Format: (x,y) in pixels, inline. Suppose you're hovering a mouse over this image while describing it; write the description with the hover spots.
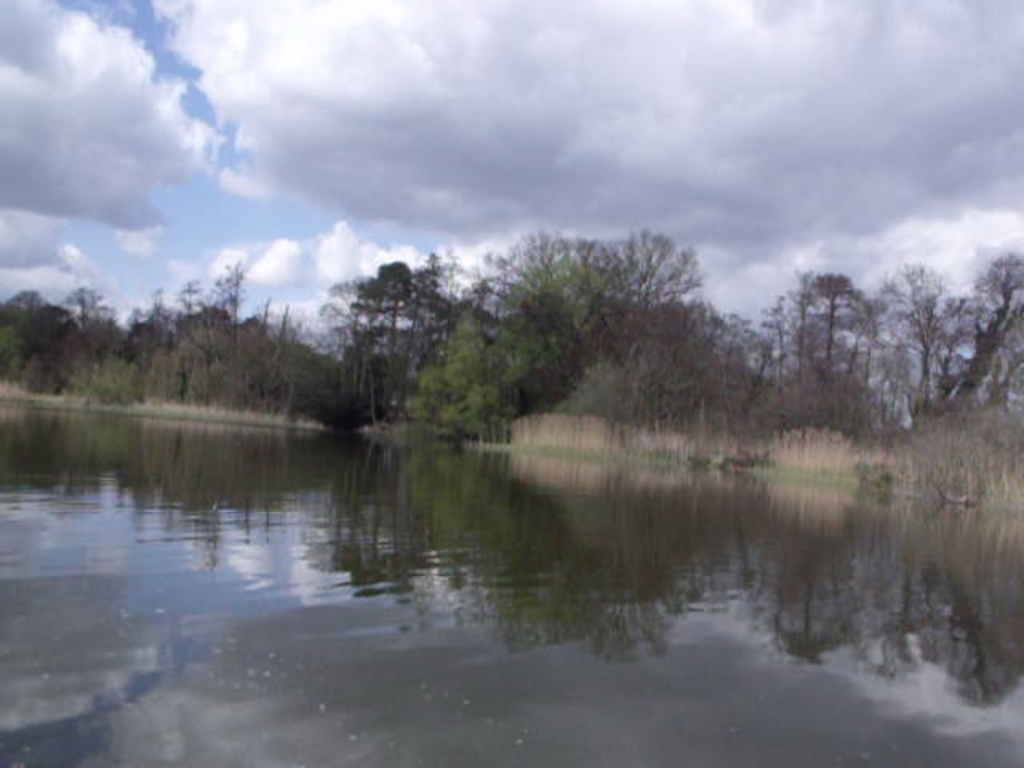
In this image in the front (392,606) there is water (377,570). In the background (542,380) there are trees (506,362) and the sky (498,190) is cloudy.
